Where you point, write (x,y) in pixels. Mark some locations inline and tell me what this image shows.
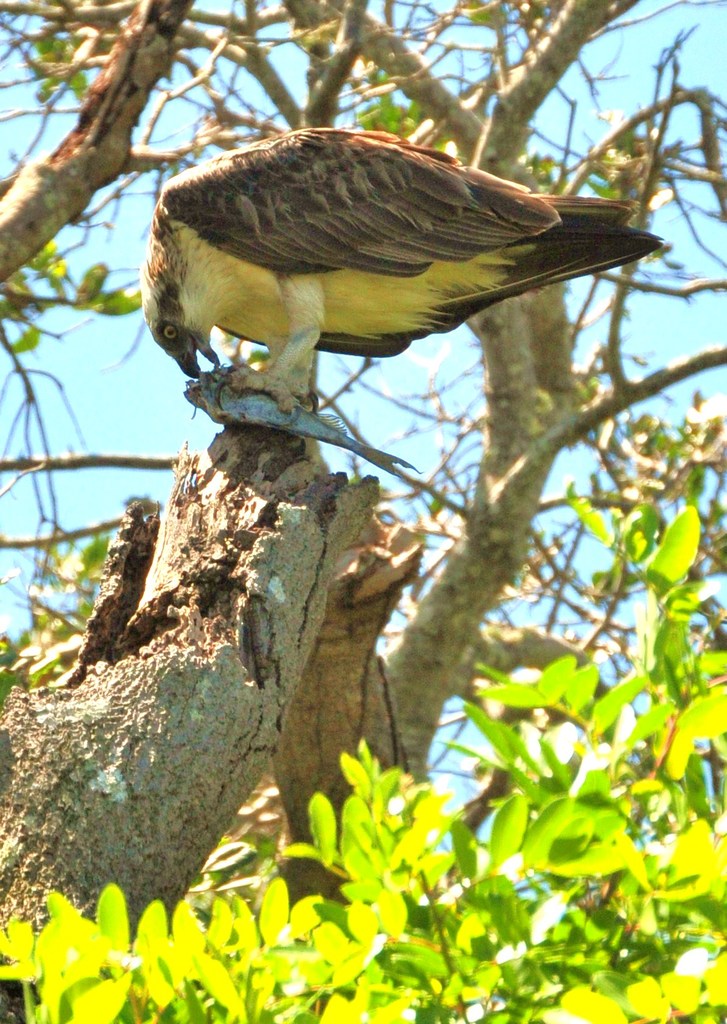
In this image, I can see a bird (312,317) on a branch (177,589) and It is eating a fish (291,425). In the background (284,93), there are trees (494,1012) and the sky (678,14).
